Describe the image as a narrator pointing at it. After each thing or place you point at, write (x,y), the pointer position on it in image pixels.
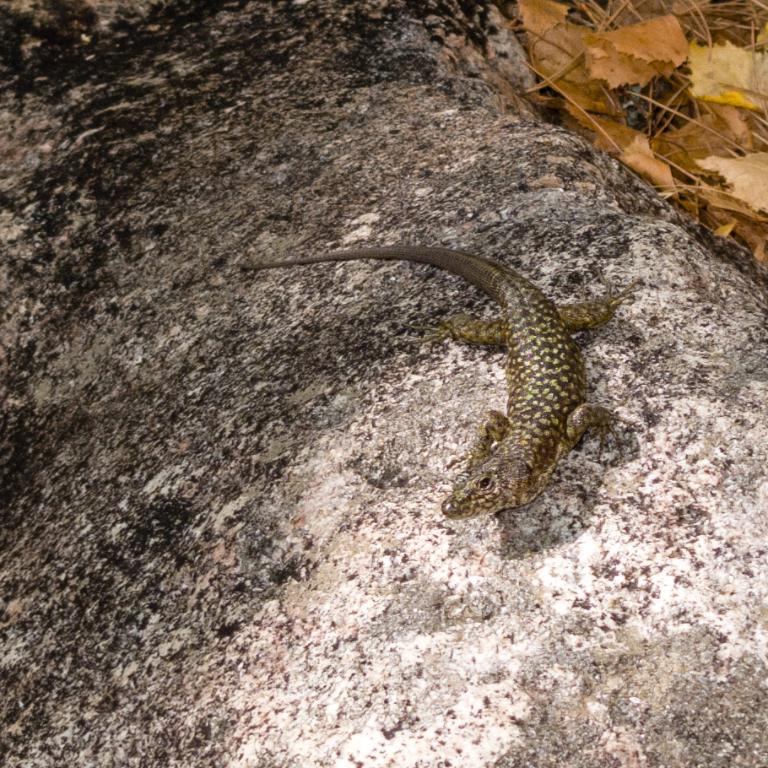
In this image I can see the reptile (506,492) on the rock (528,529). To the side I can see the dried leaves (623,135).
